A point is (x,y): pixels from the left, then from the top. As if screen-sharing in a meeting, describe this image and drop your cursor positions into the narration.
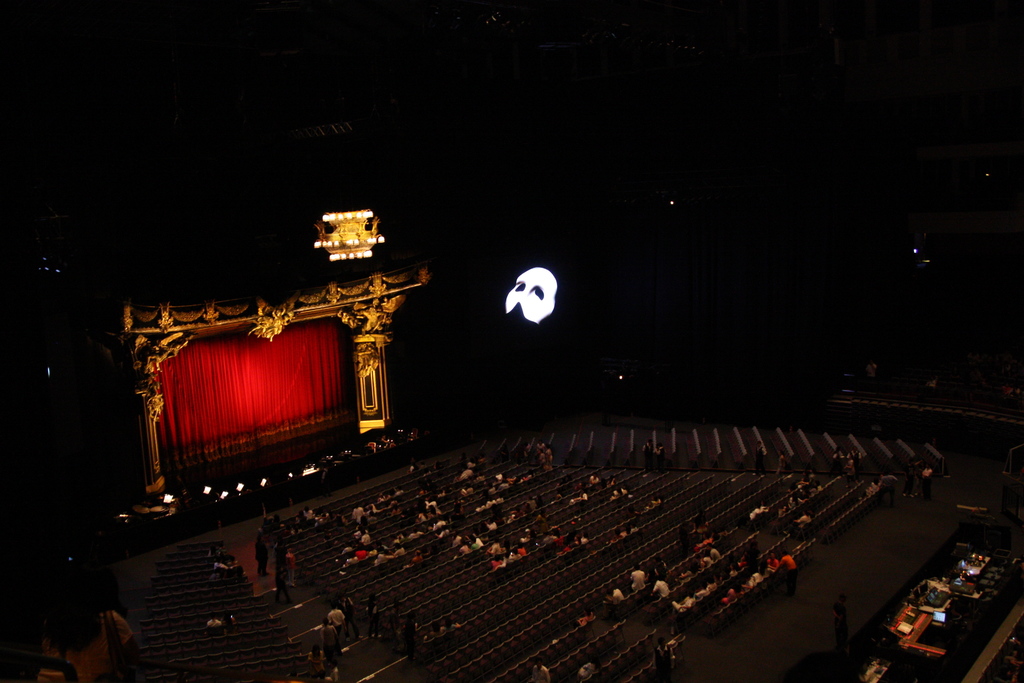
In this image there is a seating area (542,598) in middle of this image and there are some persons (579,541) are sitting at bottom of this image (336,616) and there is a stage (293,367) at left side of this image (289,394).
